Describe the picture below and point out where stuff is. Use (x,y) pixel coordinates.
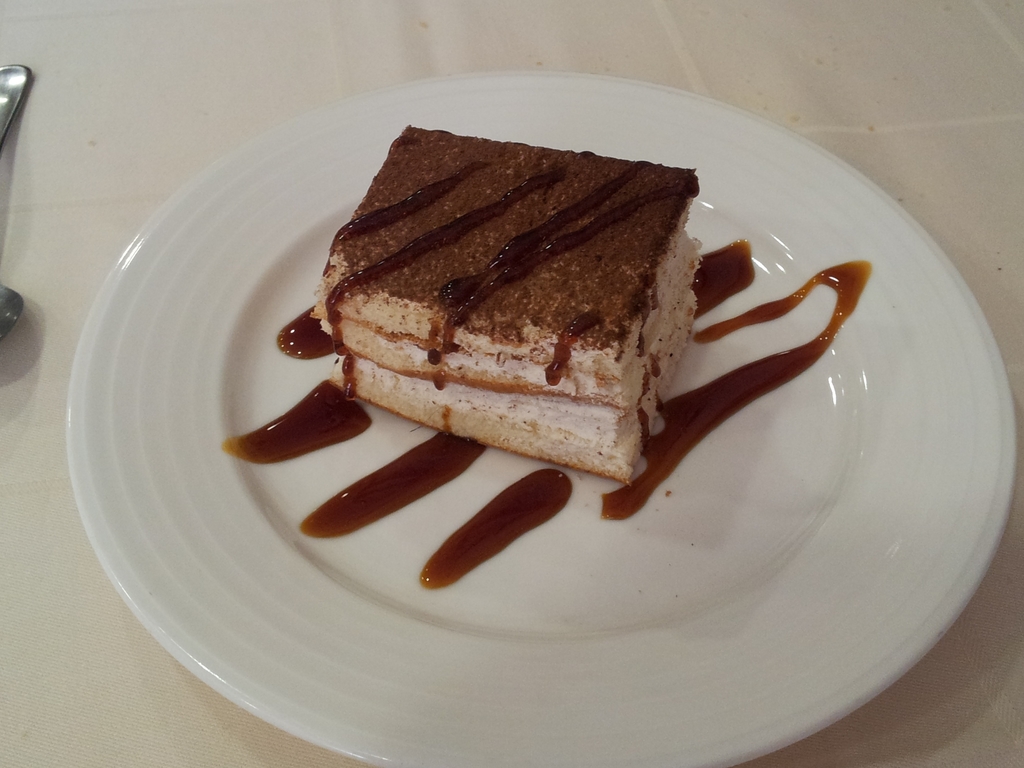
Here we can see a plate (629,555), food (317,423), and a spoon (19,102) on a platform (1008,340).
